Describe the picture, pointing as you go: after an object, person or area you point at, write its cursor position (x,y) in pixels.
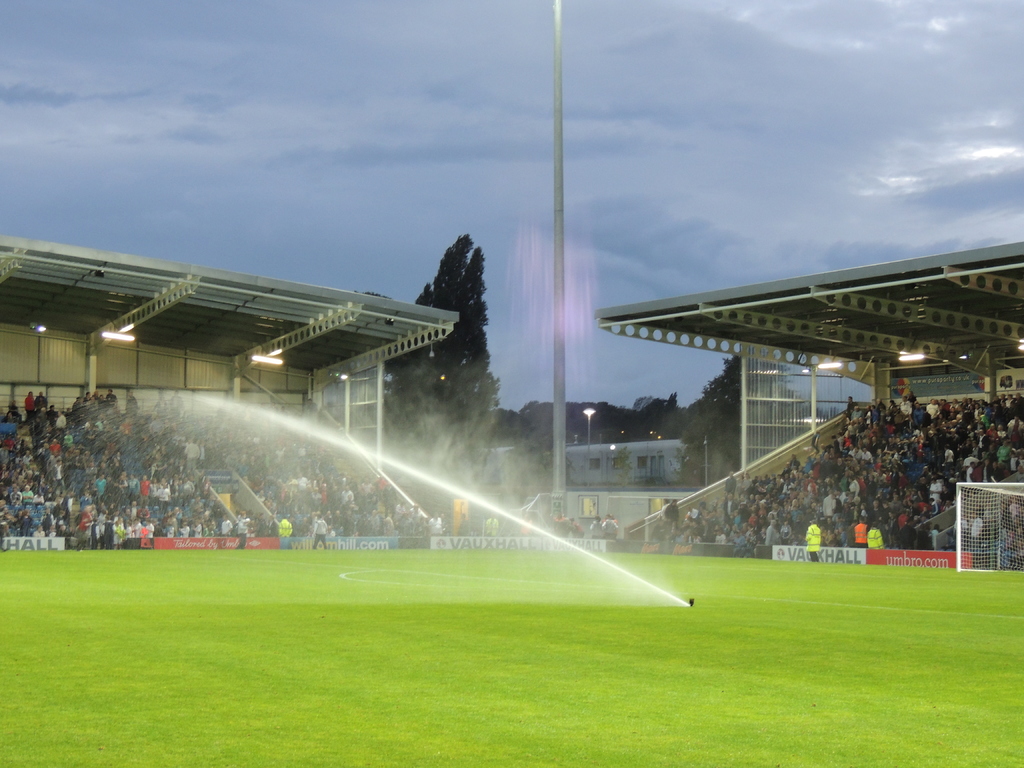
In this image water (614,573) is flowing out of the tap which is on the grass land (687,651) having a net (981,554). Few people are on the grassland (540,560). Behind them there are few banners (44,543). Few people (989,481) are on the stairs (954,502). They are under the roof (904,337) having few lights (903,361) attached to it. Background (605,404) there are few trees (463,386). Middle of the image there is a pole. Top of the image (589,224) there is sky (719,61).
